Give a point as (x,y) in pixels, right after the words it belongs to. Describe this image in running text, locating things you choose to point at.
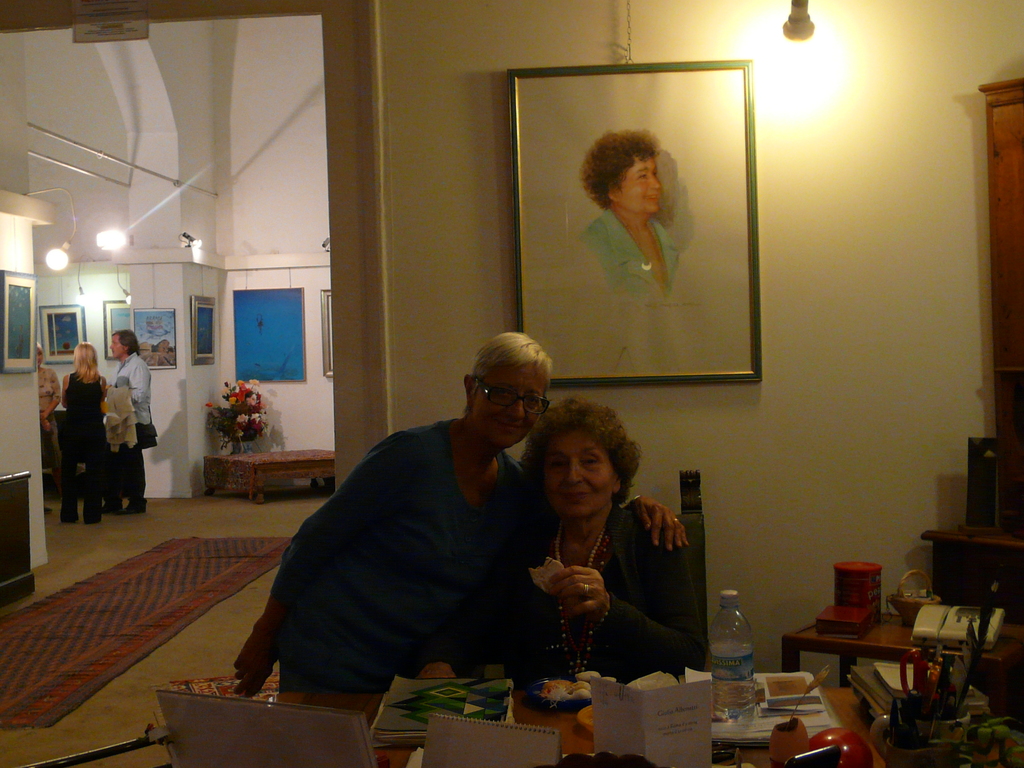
There are two women (482,571), one is sitting on the chair (688,560) and the other is standing. This is the table (564,708) with some books (394,720), papers (619,743), plate (585,700), water bottle (732,689) and some objects (902,703) on it. Here is another table (929,645) with a telephone (923,623), small basket (899,599) and a jar (850,566). This is the photo frame (647,217) attached to the wall (821,232). This is the light (786,33). At background (252,387) I can see the flower vase (248,414) on the table (255,463). These are the photo frames (50,324) attached to the wall (32,411). There are three people (122,390) standing. This is the carpet (141,603) on the floor (250,596). These are the lamps (83,293) hanging.
